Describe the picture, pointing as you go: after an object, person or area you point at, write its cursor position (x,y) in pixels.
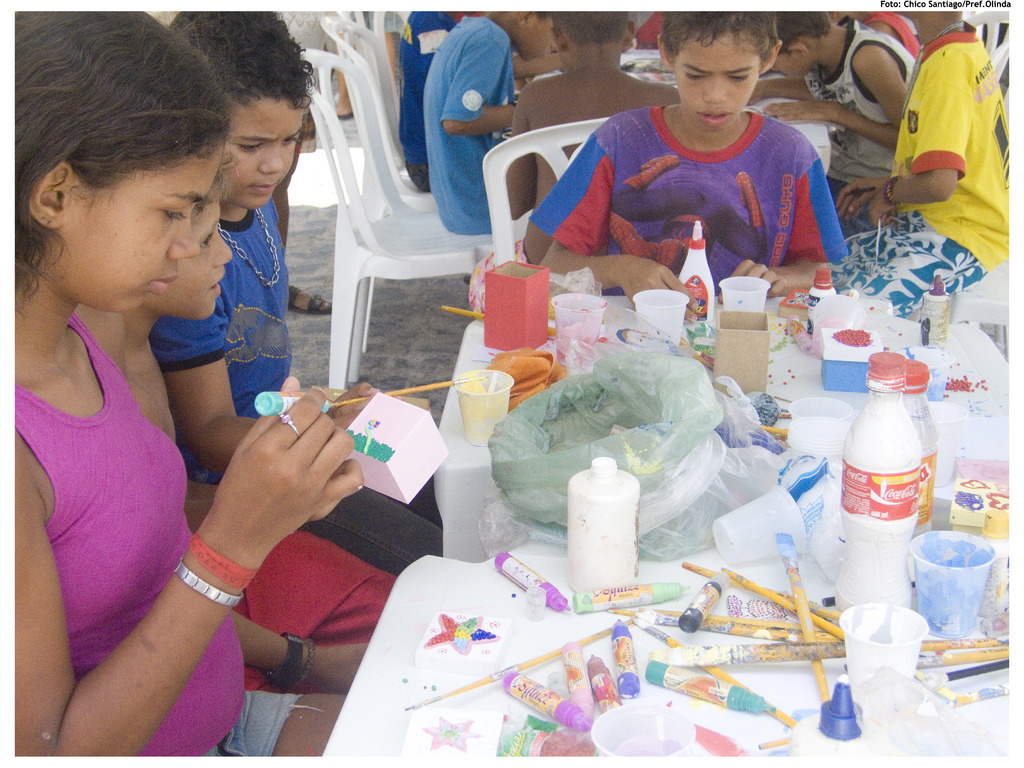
In this picture we can see a group of people (189,337) sitting on chairs (380,135) and in front of them on tables (665,703) we can see bottles (893,388), glasses (774,531), sketch pens (519,579), paint brushes (778,645), plastic covers (640,412), some objects (648,61) and in the background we can see a person's leg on the floor (391,309).
